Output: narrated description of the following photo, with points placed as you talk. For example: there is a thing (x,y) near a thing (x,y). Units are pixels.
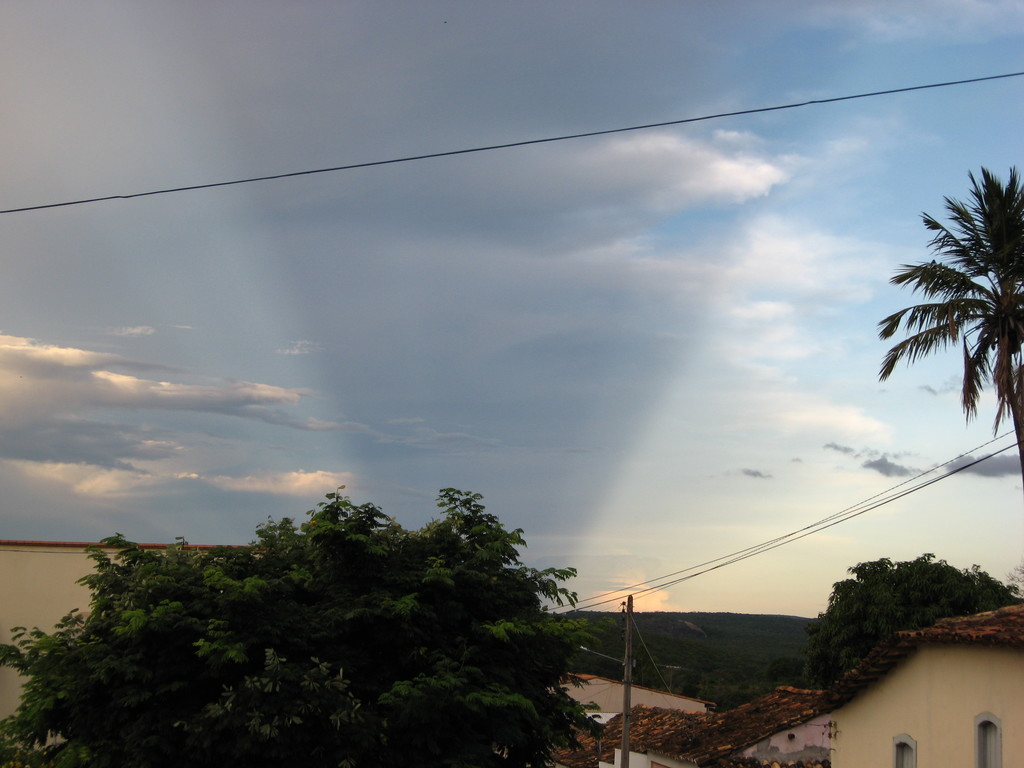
In the image we can see there are few houses (890,708) and trees (895,627). Here we can see electric pole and electric wire (786,543). We can even see a hill (726,657) and cloudy pale blue sky (626,395).
